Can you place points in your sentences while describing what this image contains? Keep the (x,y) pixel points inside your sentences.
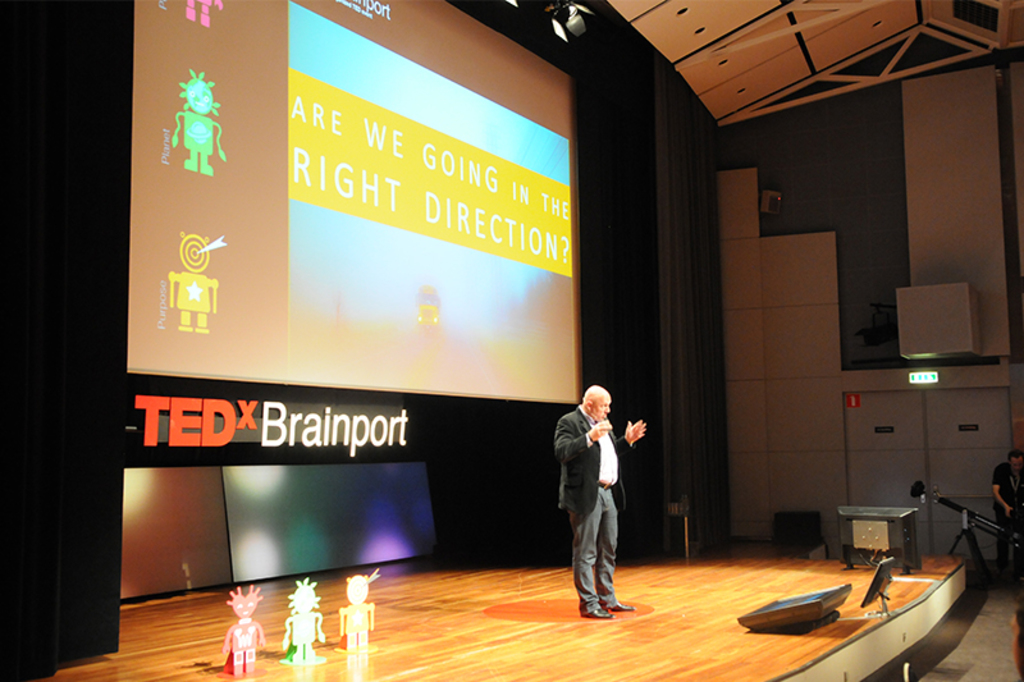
In this image I can see a person (599,451) wearing white shirt (611,460), black blazer (574,478) and grey pant (591,550) is standing on the stage (649,627). I can see few toys (296,611) on the stage (208,636). In the background (387,272) I can see a huge screen (379,258), few lights (566,29), the ceiling (724,23) and few other objects (891,397). To the right side of the image (1022,499) I can see a person (1007,499) wearing black dress (1022,499) is standing.
